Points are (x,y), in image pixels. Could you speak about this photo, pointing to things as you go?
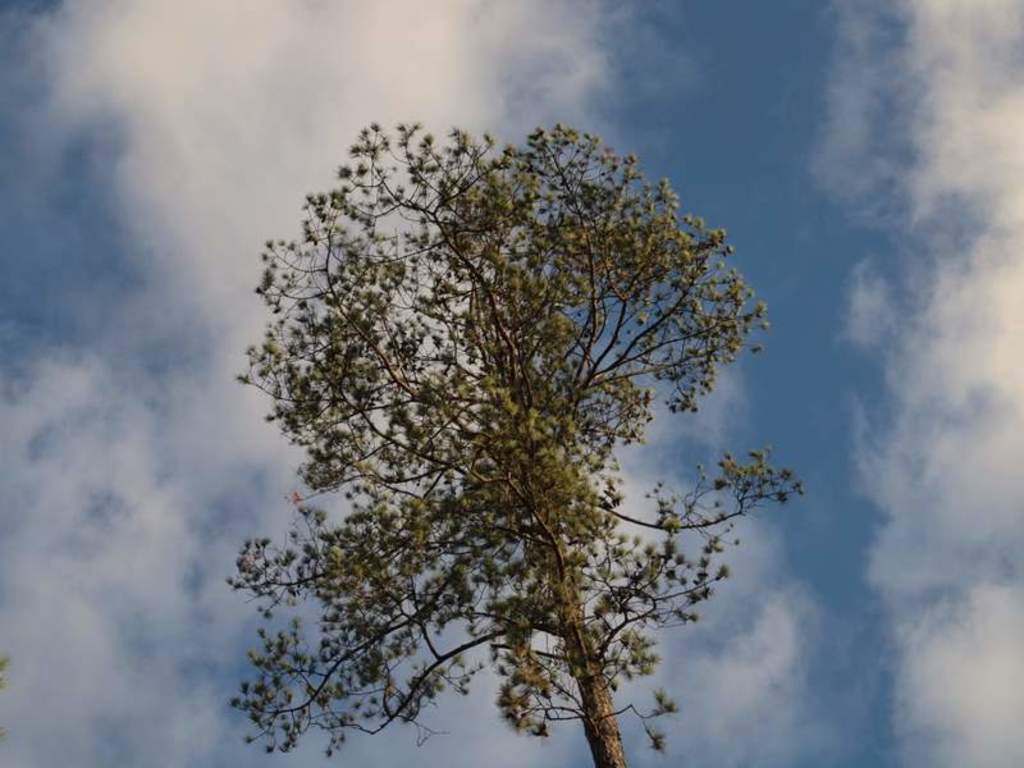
In this image I can see a tree (524,461), clouds (399,31) and the sky (848,756) in background (806,273).
